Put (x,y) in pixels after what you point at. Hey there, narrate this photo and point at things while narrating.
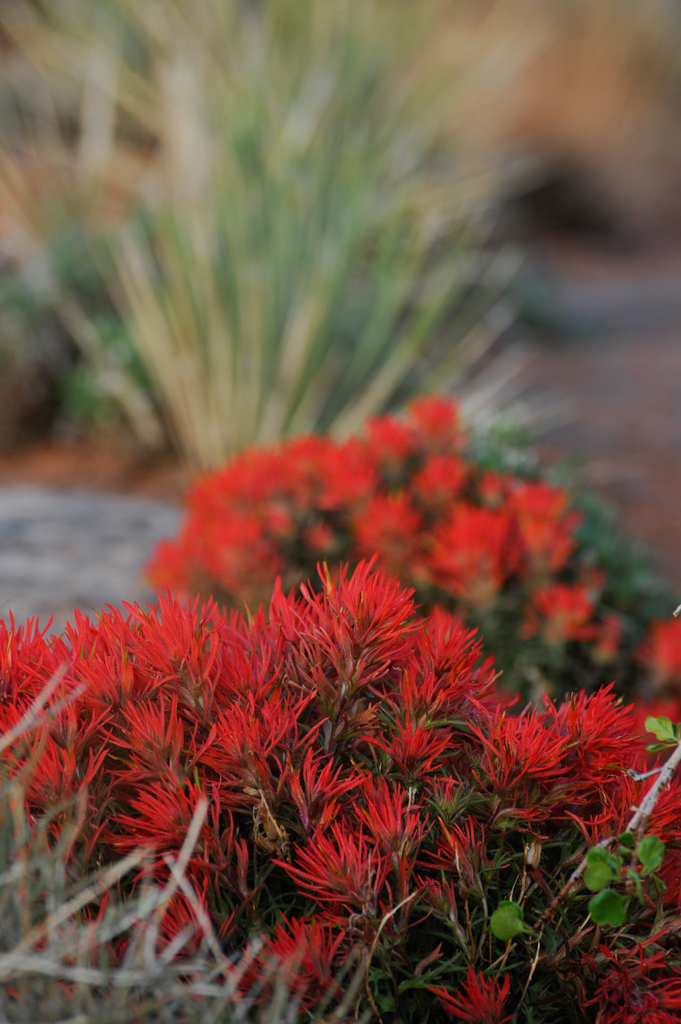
In this image at the bottom (325,791), there are plants (430,752) and flowers (495,705). In the background (478,489) there are plants (385,256) and land (133,514).
